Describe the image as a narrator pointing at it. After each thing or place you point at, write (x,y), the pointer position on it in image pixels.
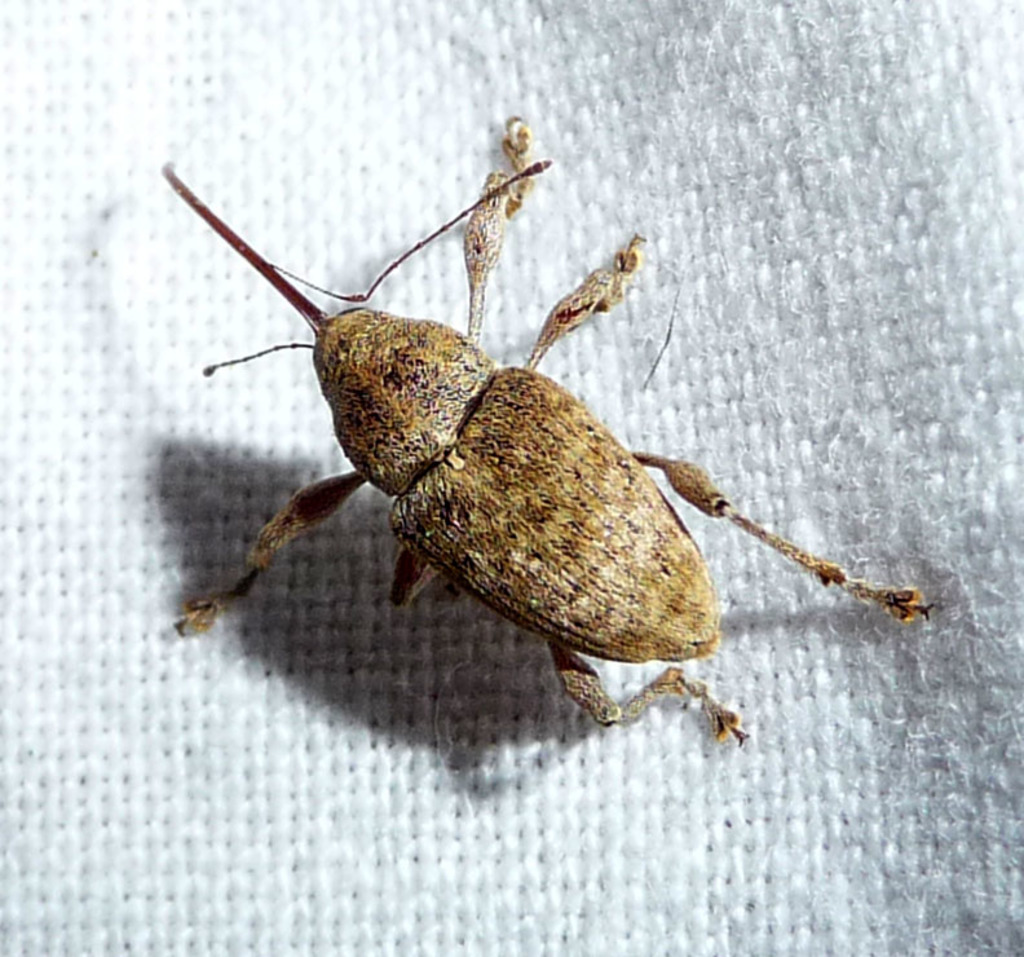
In this picture we can see a weevil (563,453) on a white color cloth (683,353).
